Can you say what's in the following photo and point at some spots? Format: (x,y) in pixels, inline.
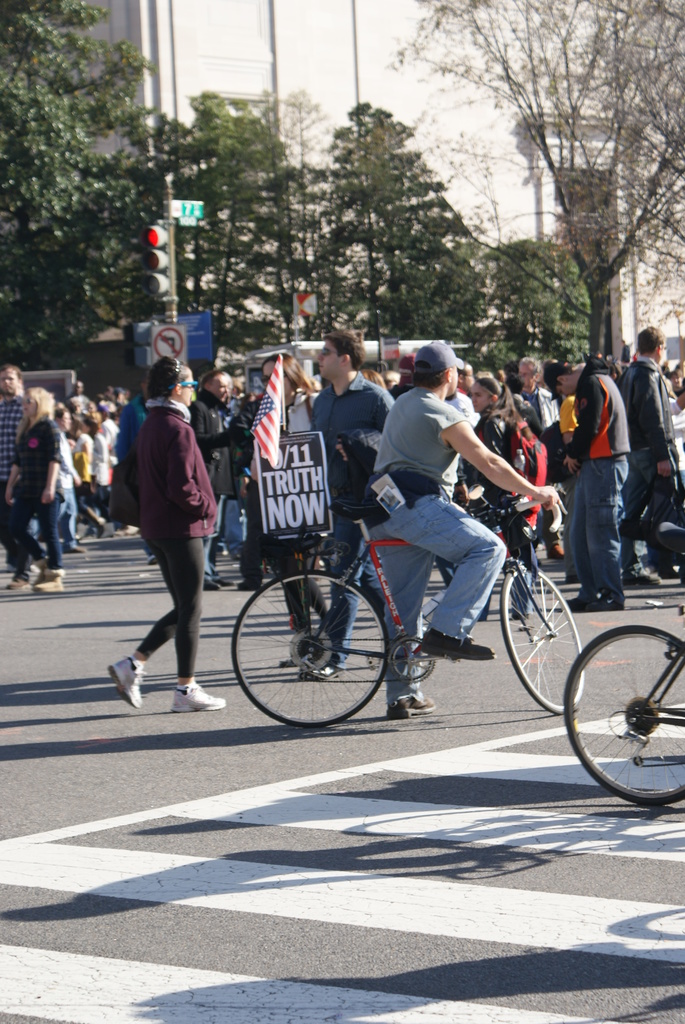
This picture is clicked in the city (247,656). In this picture, we see a man (418,552) riding the bicycle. On the back of it, we see a flag (279,423) and a board (306,435) with some text (295,525) written on it. Beside him, we see a woman (302,374) is walking. In the middle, we see a woman (175,450) in the purple jacket (178,485) is walking on the road (174,669). Behind them, we see many people (251,410) are standing. Behind them, we see the traffic signals (147,351) and the boards (161,336) in white and blue color with some text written on it. There are trees (449,223) and buildings (618,246) in the background (437,235). At the bottom (441,933), we see the road (442,924).
